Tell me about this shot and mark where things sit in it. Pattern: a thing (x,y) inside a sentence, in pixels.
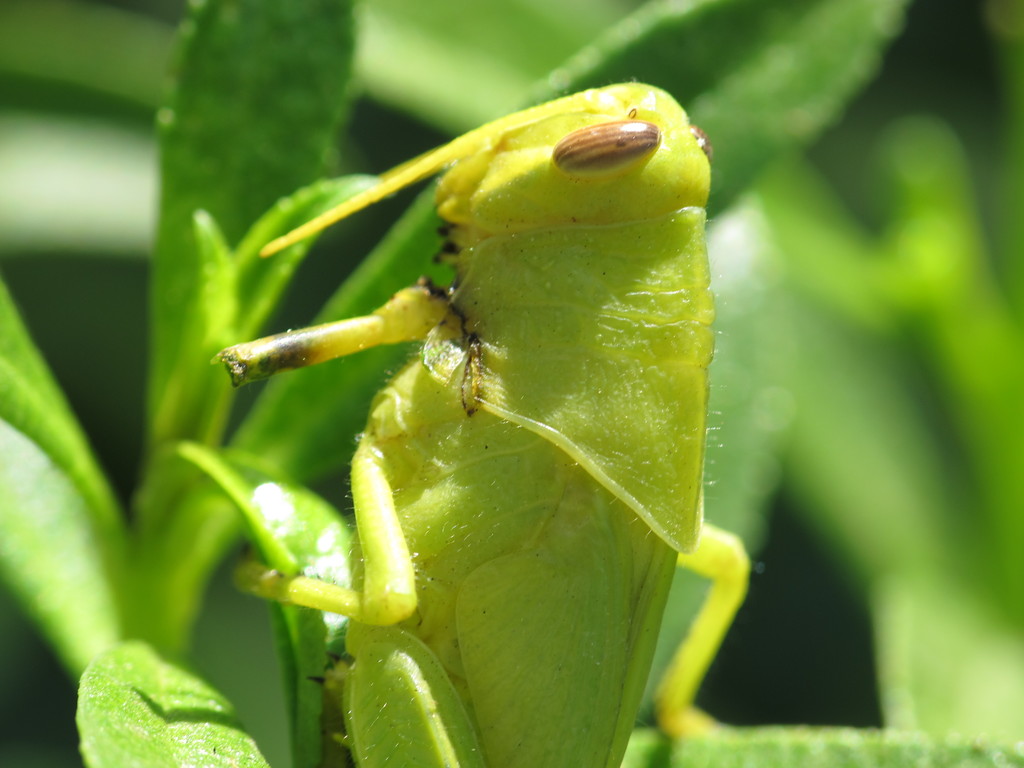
In the image there is a grasshopper (602,431) standing on a plant (188,346).
